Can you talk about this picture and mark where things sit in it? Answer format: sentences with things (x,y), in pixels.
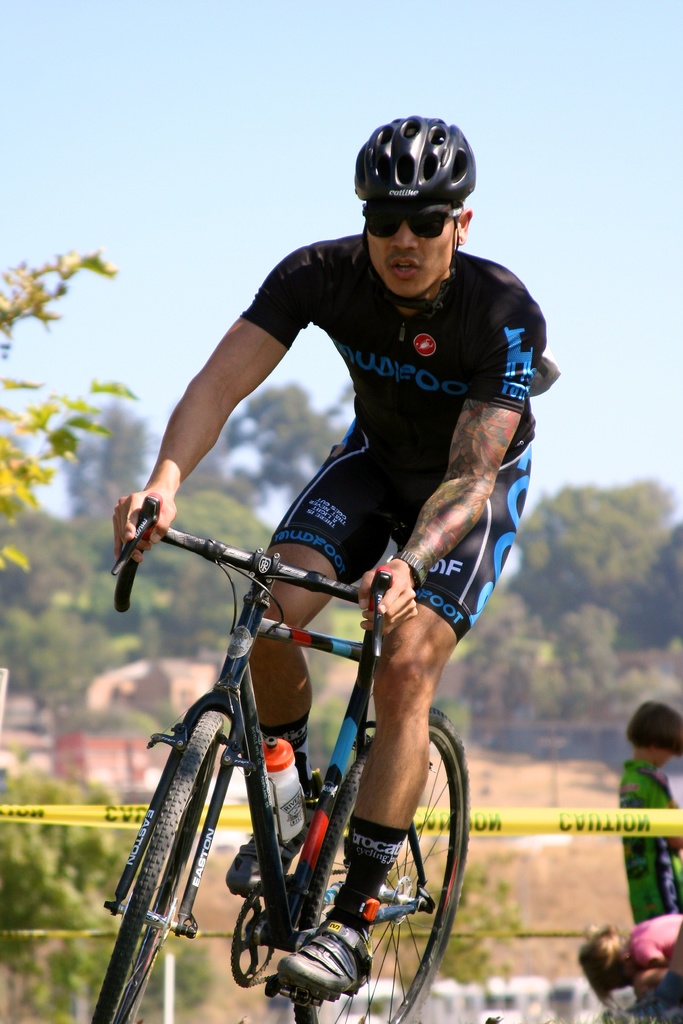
This is a picture of a man (405,827) cycling, he is wearing a black dress (457,414). In the background (31,614) there are trees (204,503). To the right (658,729) there are kids (638,944) playing. Sky (559,146) is clear and sunny.
